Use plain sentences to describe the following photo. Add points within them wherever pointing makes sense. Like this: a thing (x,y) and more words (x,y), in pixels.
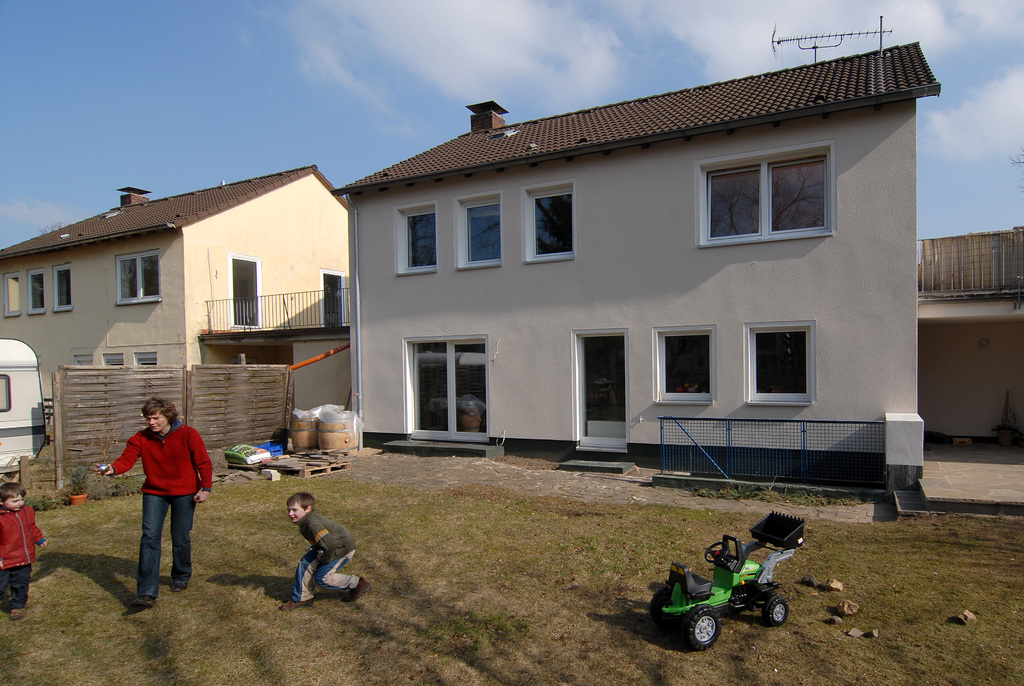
In this picture there are persons (177,558) standing and playing, there is a toy car (739,603) and there are stones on the ground (818,606). In the background (496,307) there are buildings (73,309), there is a car (18,383) and the sky (379,121) is cloudy and there is a wooden fence (180,388) and there are drums (312,432) on the ground (461,664).
